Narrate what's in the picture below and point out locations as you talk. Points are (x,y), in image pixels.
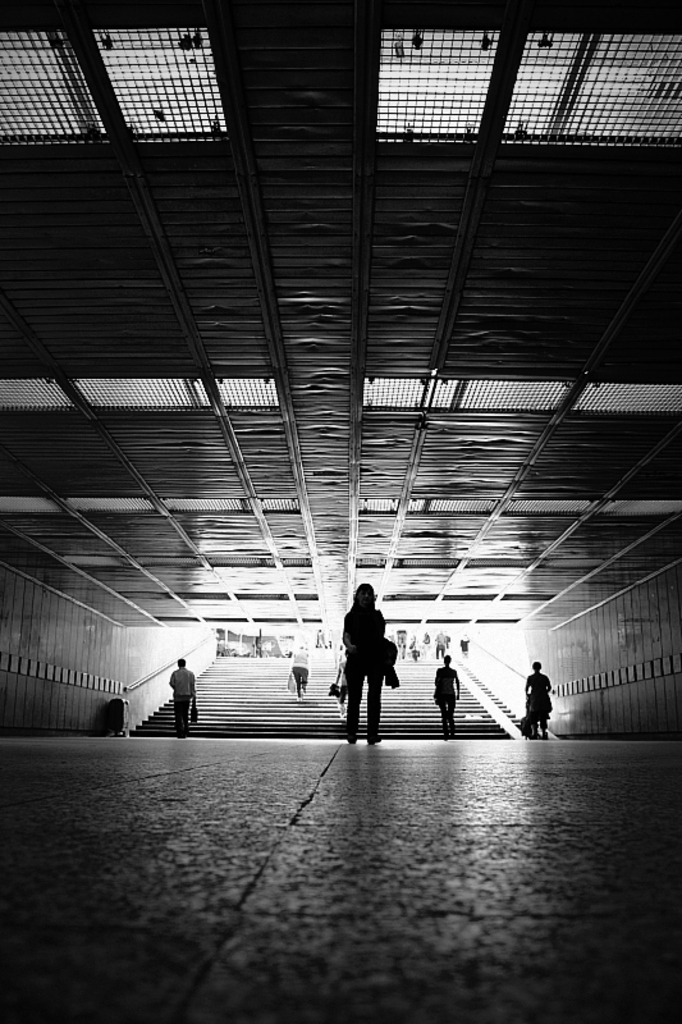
This is a black and white image. In the center of the image (364,664) there are people (358,688) walking on the staircase (324,693). There is floor (321,798). At the top of the image (369,163) there is ceiling (421,355).
